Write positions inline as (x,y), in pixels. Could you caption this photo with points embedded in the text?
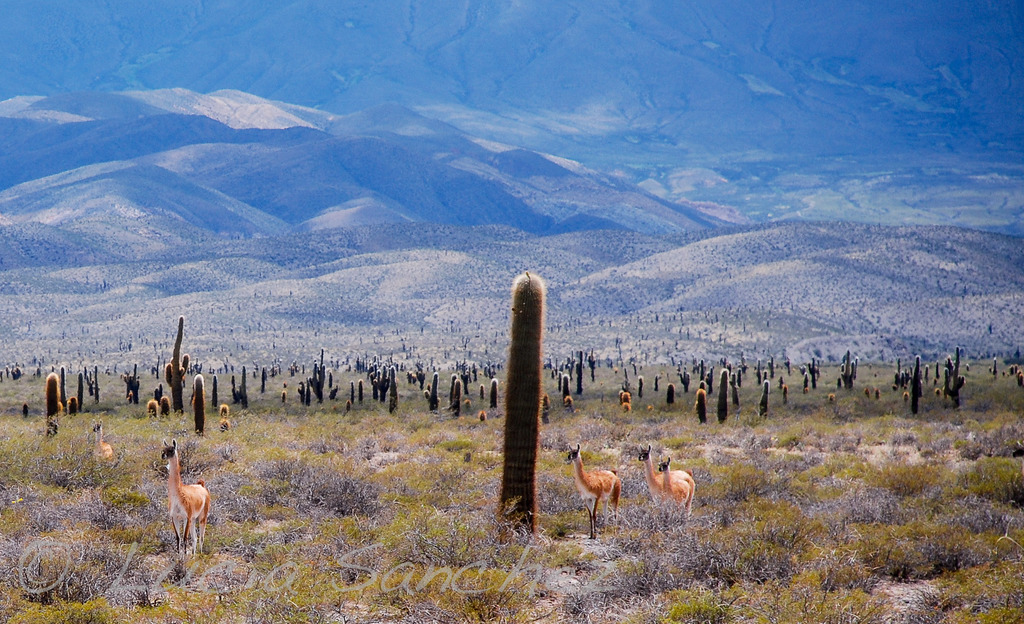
At the bottom of the image (544,522) on the ground (503,539) there is grass (563,492) and also there are few animals (693,492). And there are many cactus plants (529,497). In the background (338,124) there are many hills (480,248). At the bottom of the image (22,589) there is water mark (63,554).
